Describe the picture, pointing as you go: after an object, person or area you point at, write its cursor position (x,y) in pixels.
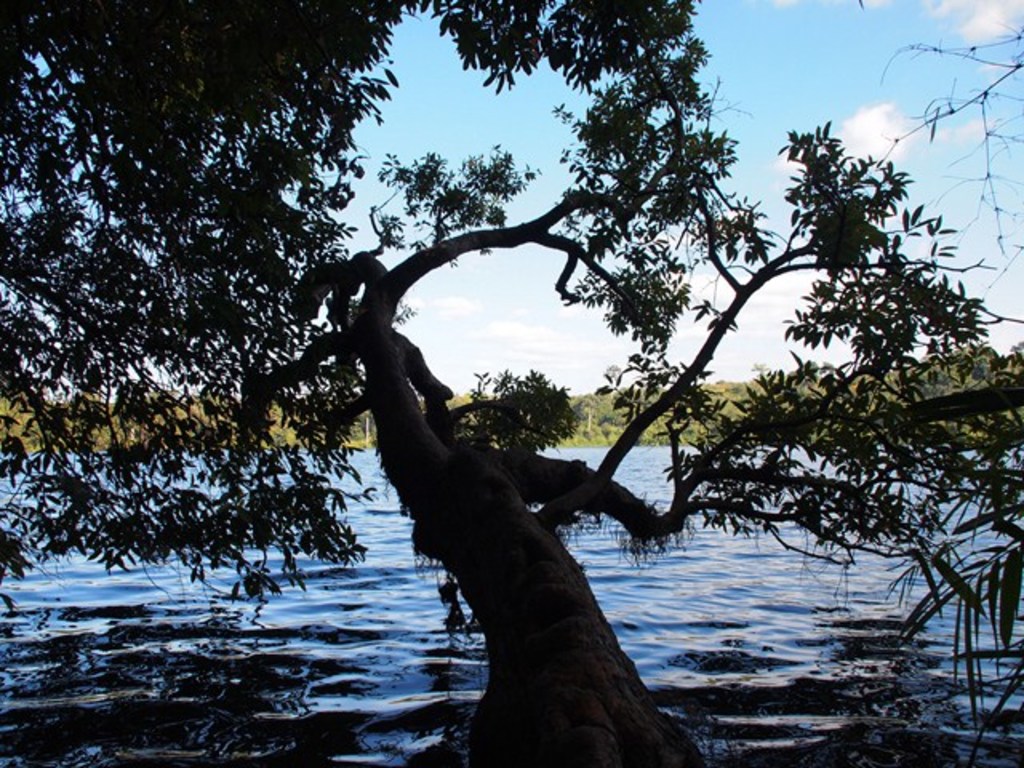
We can see trees (507,652), leaves (1006,423) and water (795,610). In the background (560,372) we can see trees (770,387) and sky (676,326) with clouds (527,361).
